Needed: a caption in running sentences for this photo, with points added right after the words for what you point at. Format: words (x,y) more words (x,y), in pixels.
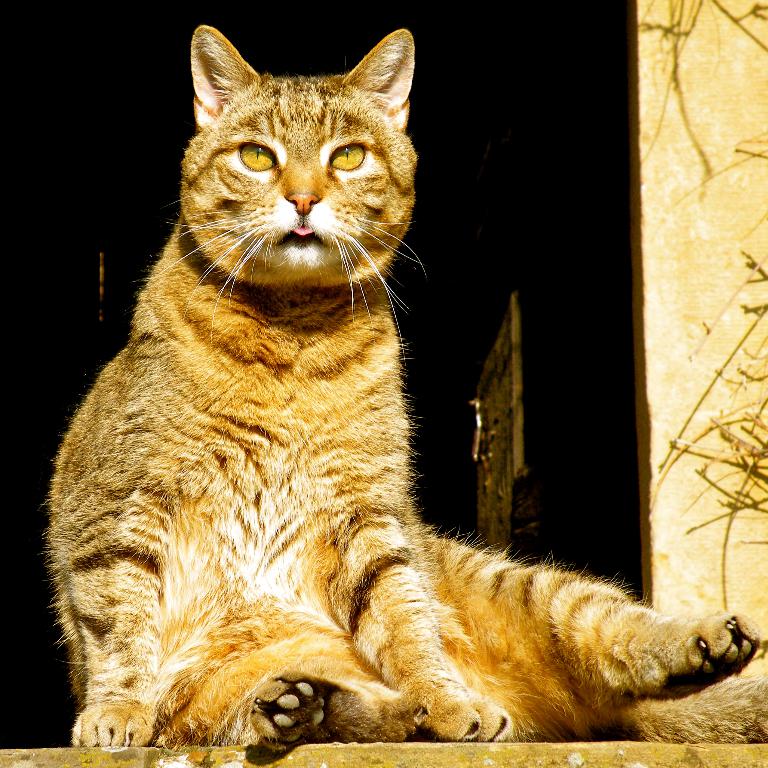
This picture shows a cat (341,392). It is orange, brown and white in color.
